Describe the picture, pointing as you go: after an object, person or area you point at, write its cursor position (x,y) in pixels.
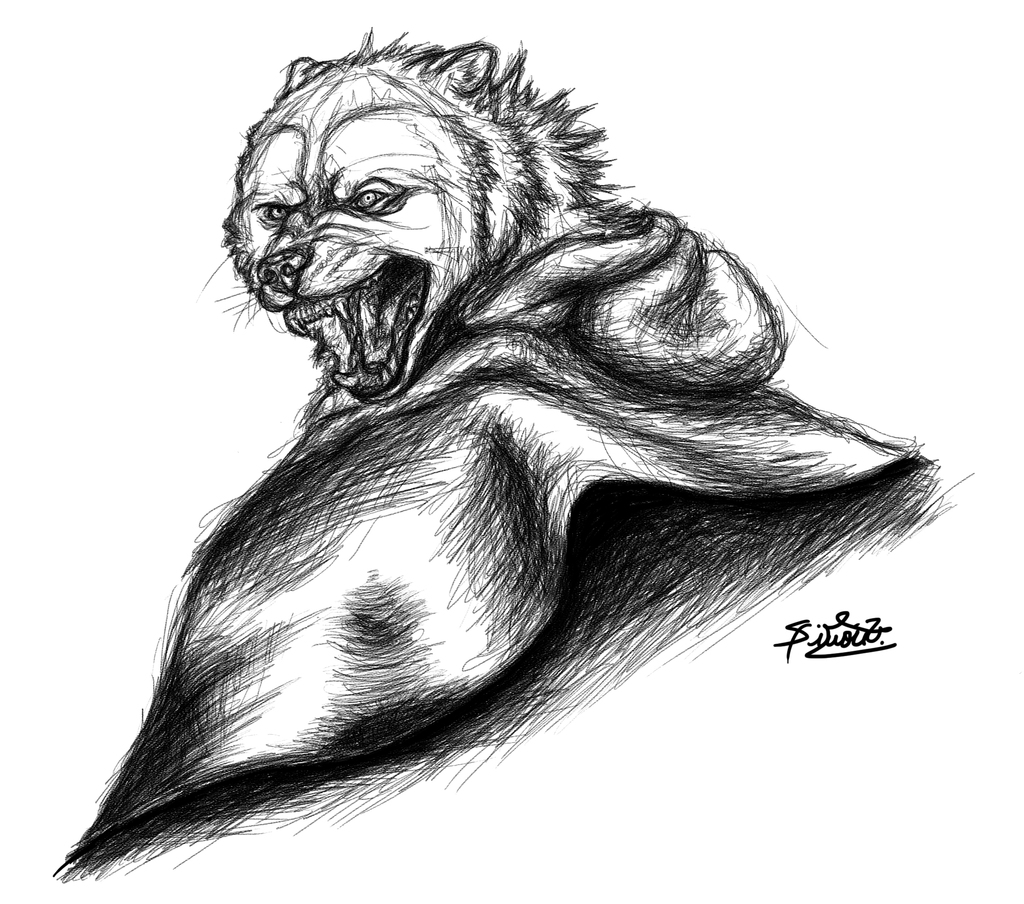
In this picture we can see drawing (254,767) of an animal (335,195) and some text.
